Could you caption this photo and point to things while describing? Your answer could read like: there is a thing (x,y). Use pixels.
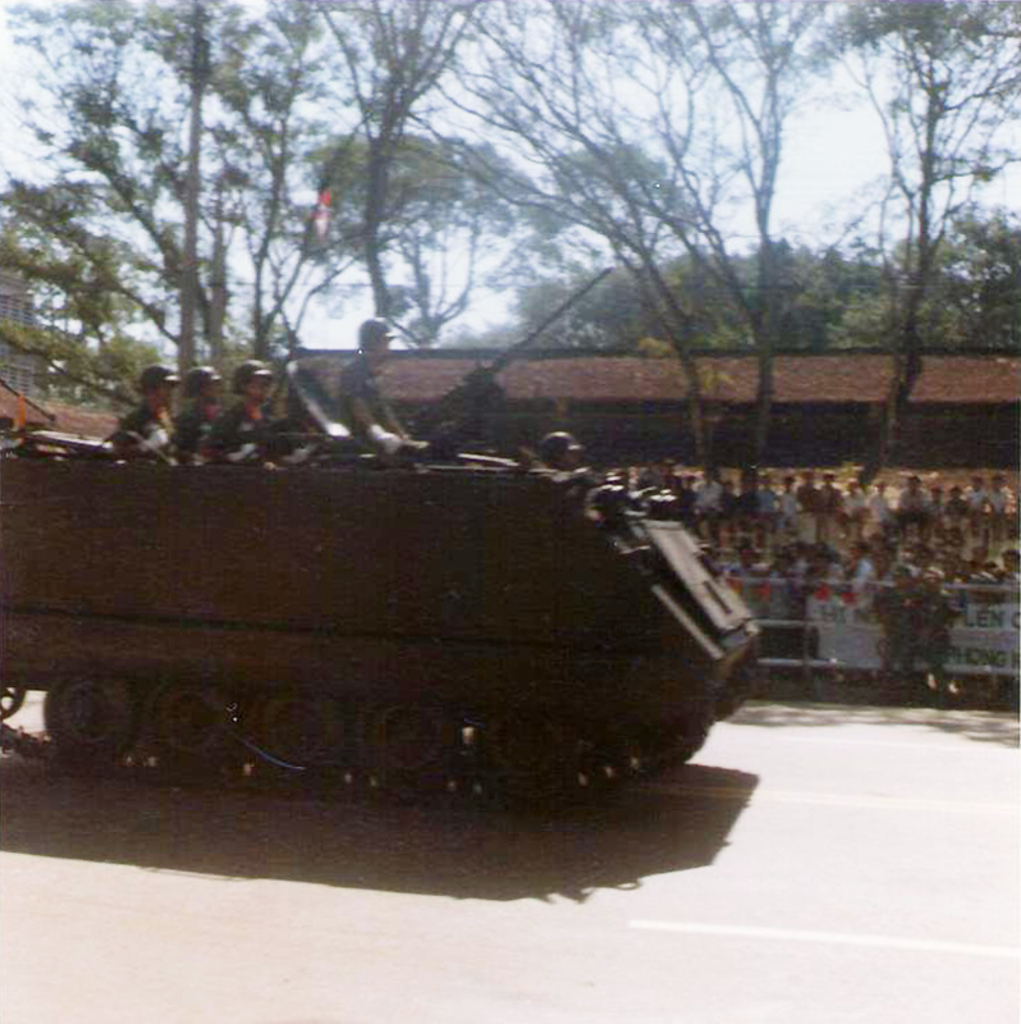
In this image we can see a war tank (360,615) on the road (554,848). In the background of the image (518,320) there are trees (554,275), people (743,490) and houses (345,355).
